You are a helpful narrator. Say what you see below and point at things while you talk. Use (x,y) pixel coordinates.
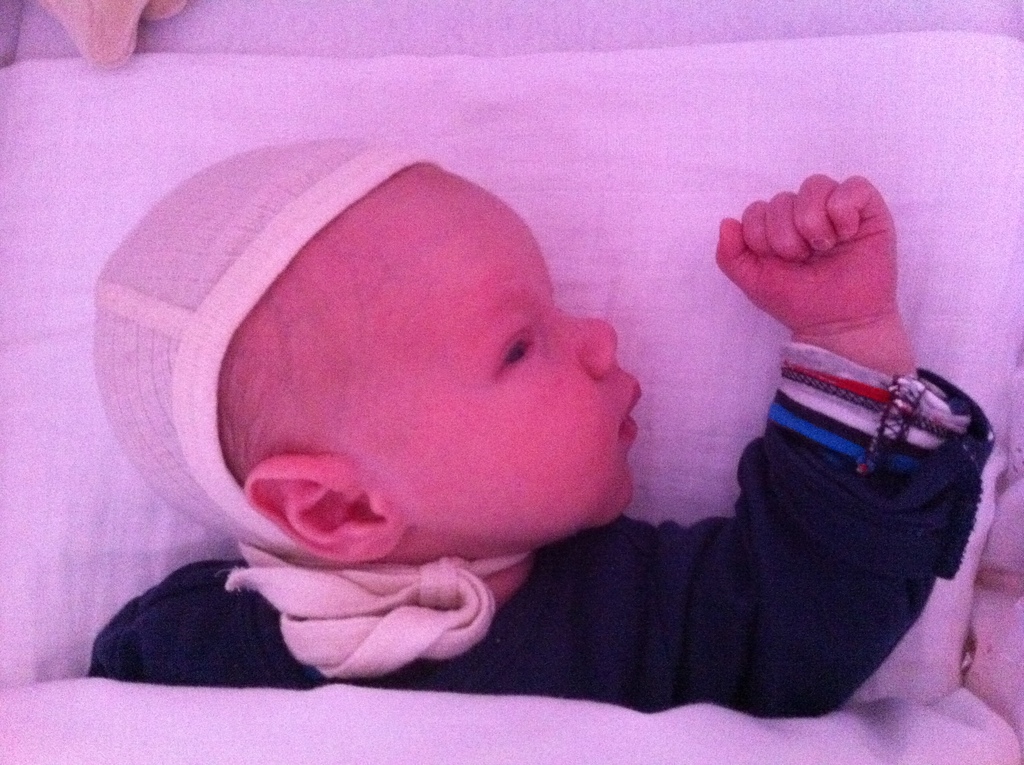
In this image there is an infant (478,606) on the bed (656,306). There is a cloth (184,314) around his head (212,233).
